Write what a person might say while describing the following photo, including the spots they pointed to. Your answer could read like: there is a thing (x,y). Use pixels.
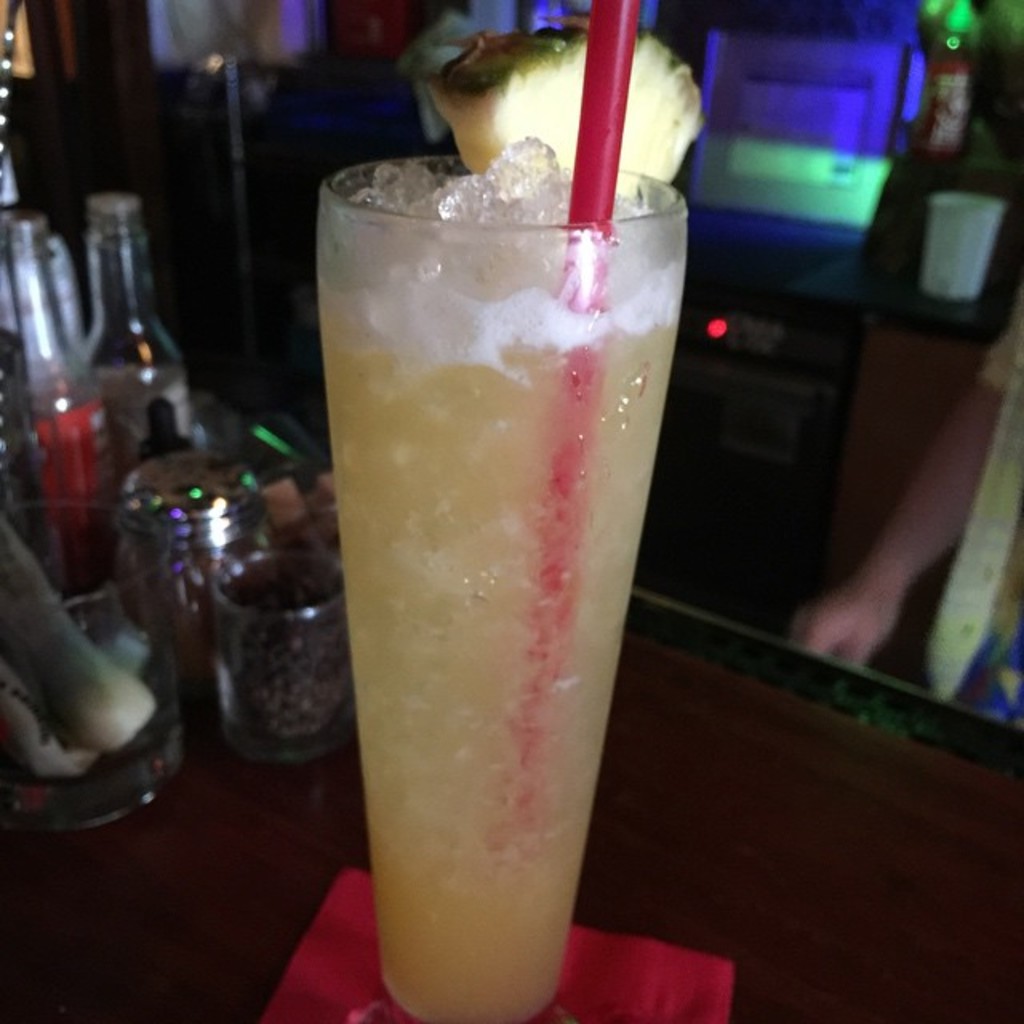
There is a red color straw (610,117) in a glass (506,474) which is filled with juice (525,451) and ice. This glass (524,894) is on a red color cloth (339,970) which is on the table (161,968), on which there are some objects (247,493). On the right side (984,579), there is a person (984,604). In the background (971,242), there is a glass (971,228) on another table (991,320) and there are other objects (829,80).
